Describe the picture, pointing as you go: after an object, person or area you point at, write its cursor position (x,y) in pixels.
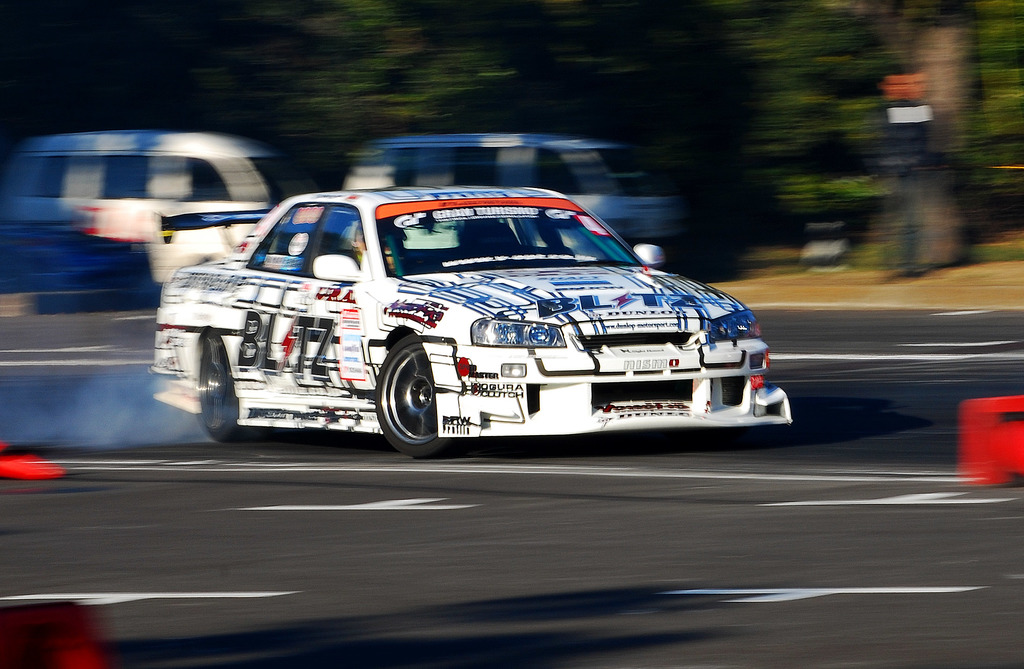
In this image we can see motor vehicles (607,329) on the road (799,438), person (907,204) standing on the ground (918,280) and trees (471,80).
